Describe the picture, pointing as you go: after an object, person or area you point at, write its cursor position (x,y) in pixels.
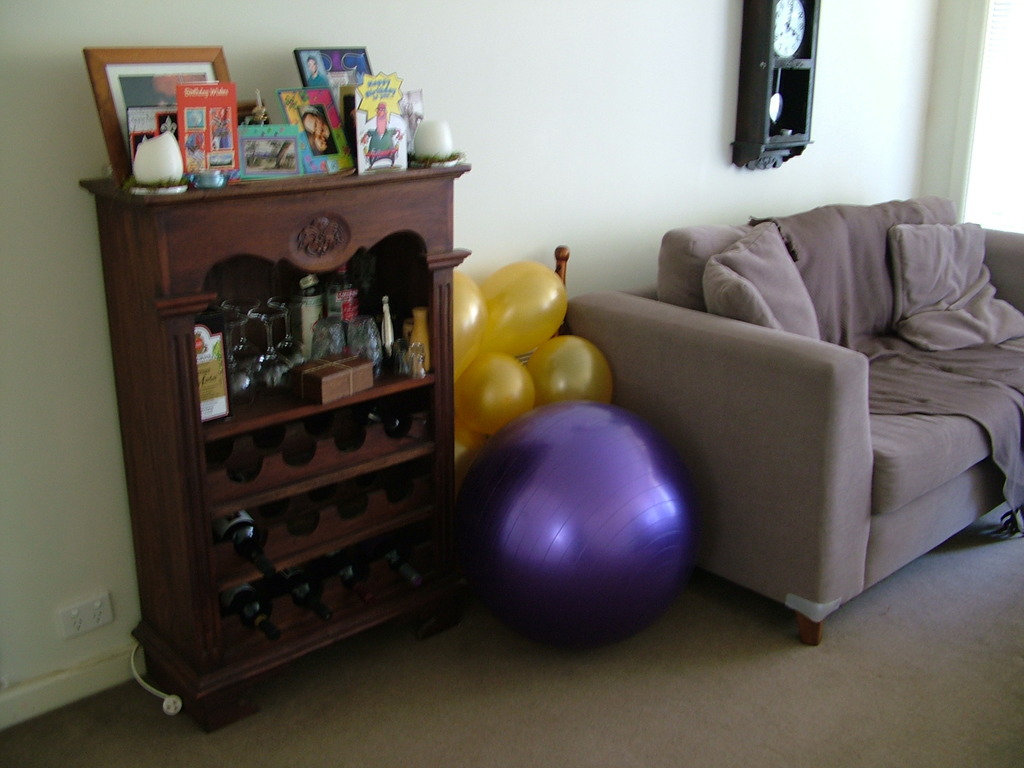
The photo is clicked inside a room (256,749). In the right (735,492) there is a sofa (733,377), in the middle (469,306) there are balloons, In the left (297,410) there is a rack (425,468) full of frames (93,48), bottles (332,304) and few other things (338,332).
